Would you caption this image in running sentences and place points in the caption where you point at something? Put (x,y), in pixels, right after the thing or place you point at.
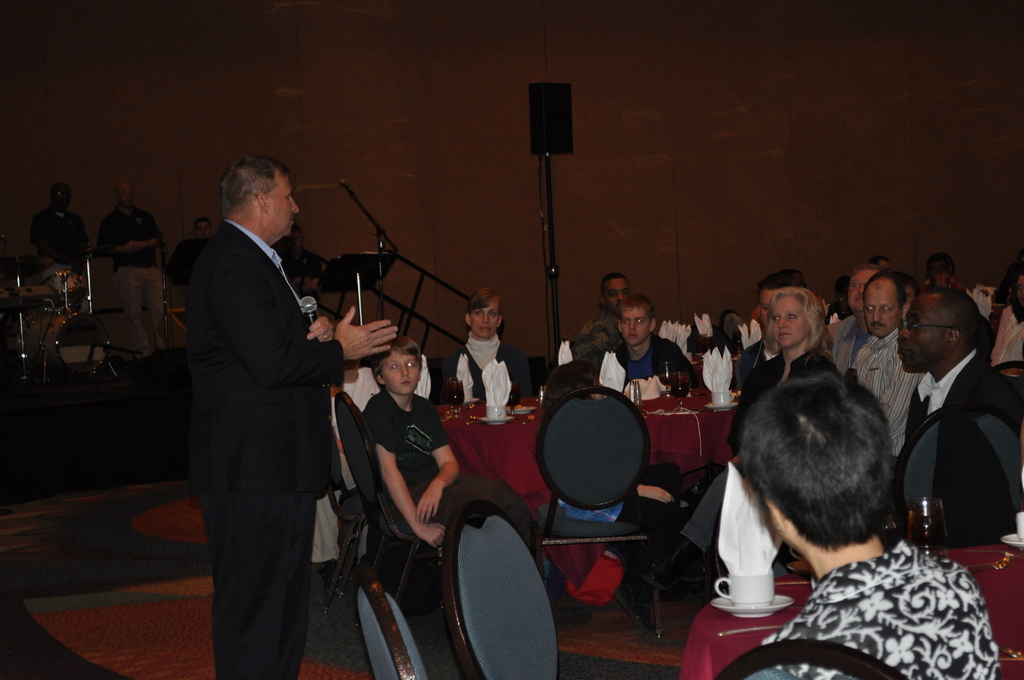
In the middle of the image (343,347) a man (227,186) is standing and holding a microphone (317,301). In front of him few people (968,671) are sitting and there are some tables (1016,628), on the tables (464,450) there are some glasses (924,535), cups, saucers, papers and spoons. Behind them there is wall (610,140) and there is a speaker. On the left side of the image (24,259) there are some drums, Behind the drums (12,264) two persons (129,198) are standing.
